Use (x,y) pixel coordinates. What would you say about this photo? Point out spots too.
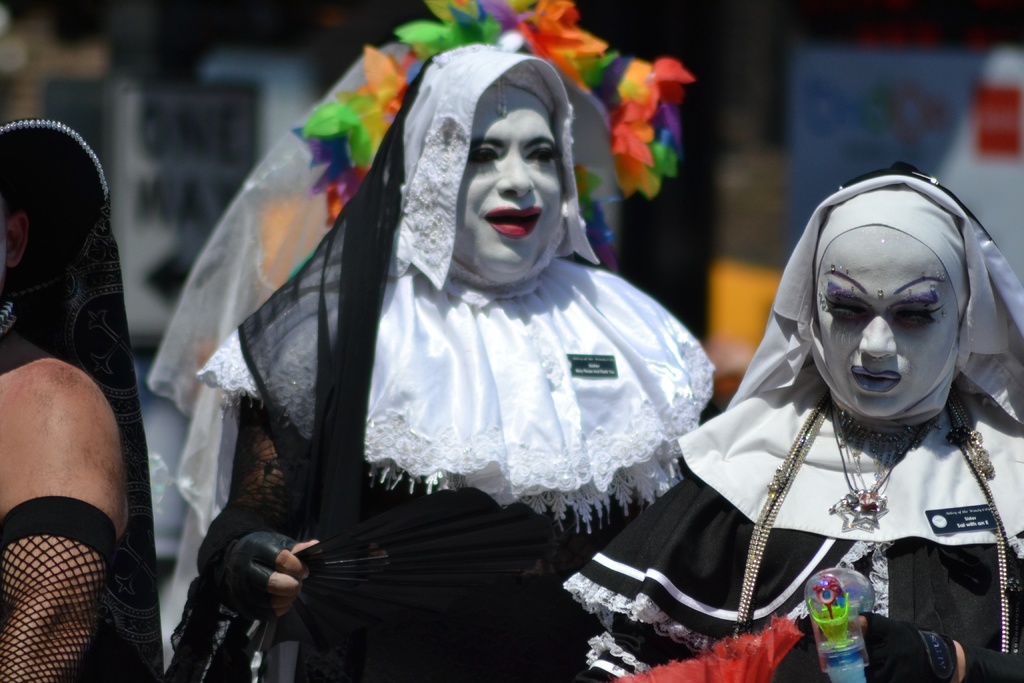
In the center of the image (581,367) some persons (748,446) are standing and wearing costume (535,472). In the background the image is blur.
